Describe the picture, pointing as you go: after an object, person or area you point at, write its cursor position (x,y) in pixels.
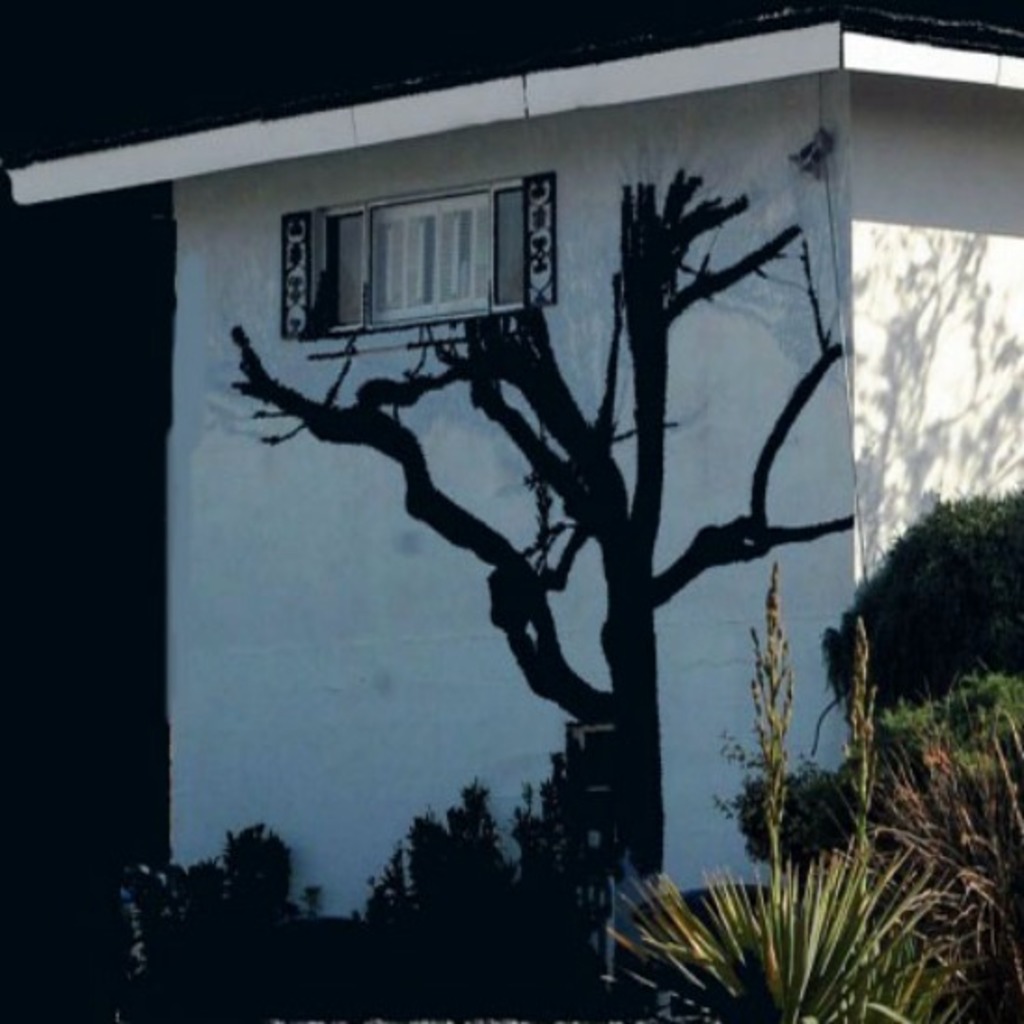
In this image there is a building (677,464). There are trees (720,980). There is a shadow (603,458).
